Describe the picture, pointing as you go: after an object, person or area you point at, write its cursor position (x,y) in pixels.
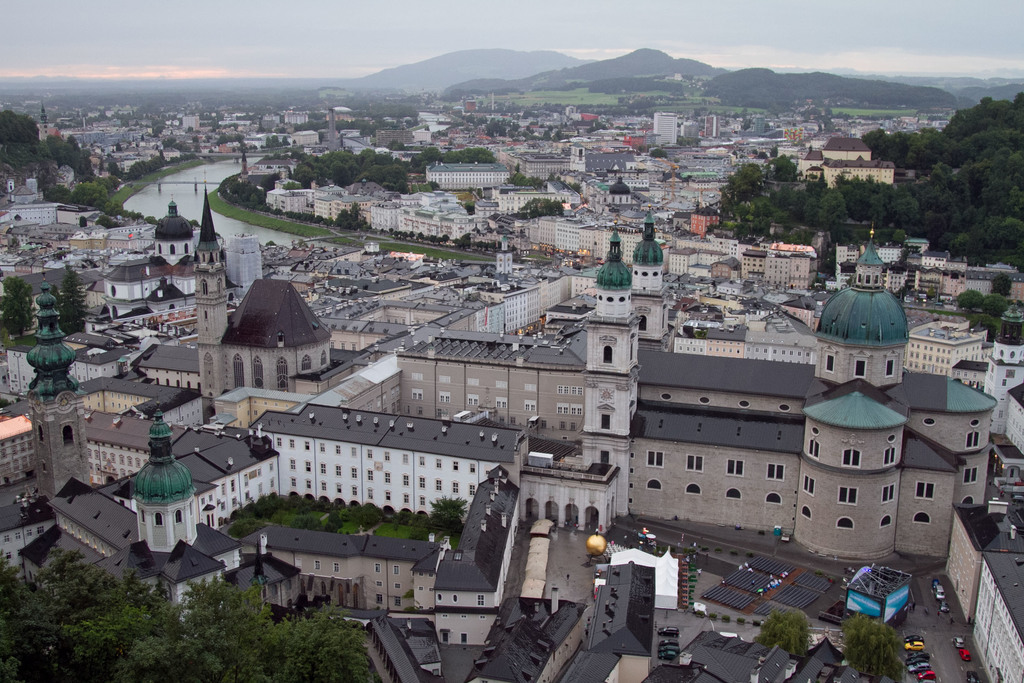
This is an aerial view of an image where we can see buildings (202,539), vehicles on the road (935,654), we can see water (250,224), trees (1005,109), bridge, hills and the sky (134,5) in the background (629,83).
